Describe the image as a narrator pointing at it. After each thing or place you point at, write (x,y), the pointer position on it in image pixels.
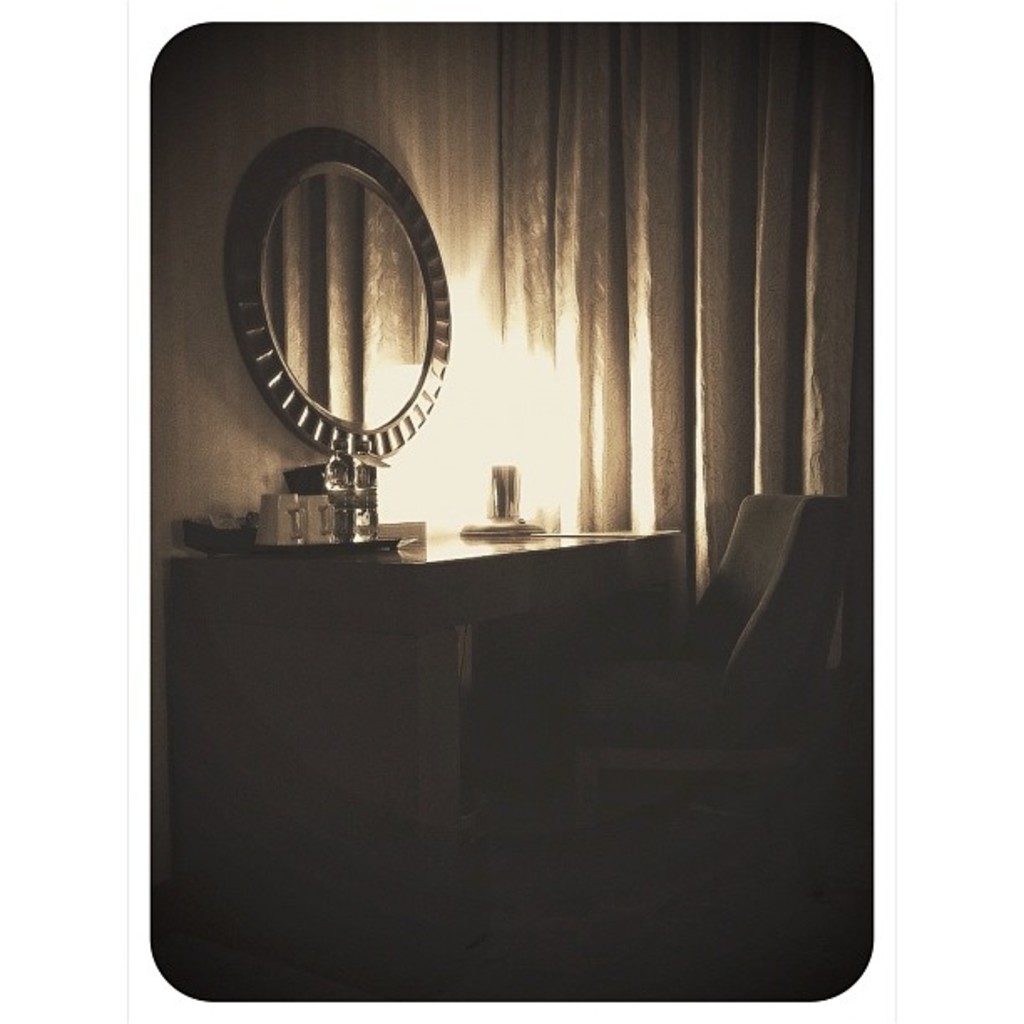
In this image I can see a chair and curtains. Here I can see mirror (383,406) and some other objects (374,539) on a table (412,565). This image is little bit dark.
